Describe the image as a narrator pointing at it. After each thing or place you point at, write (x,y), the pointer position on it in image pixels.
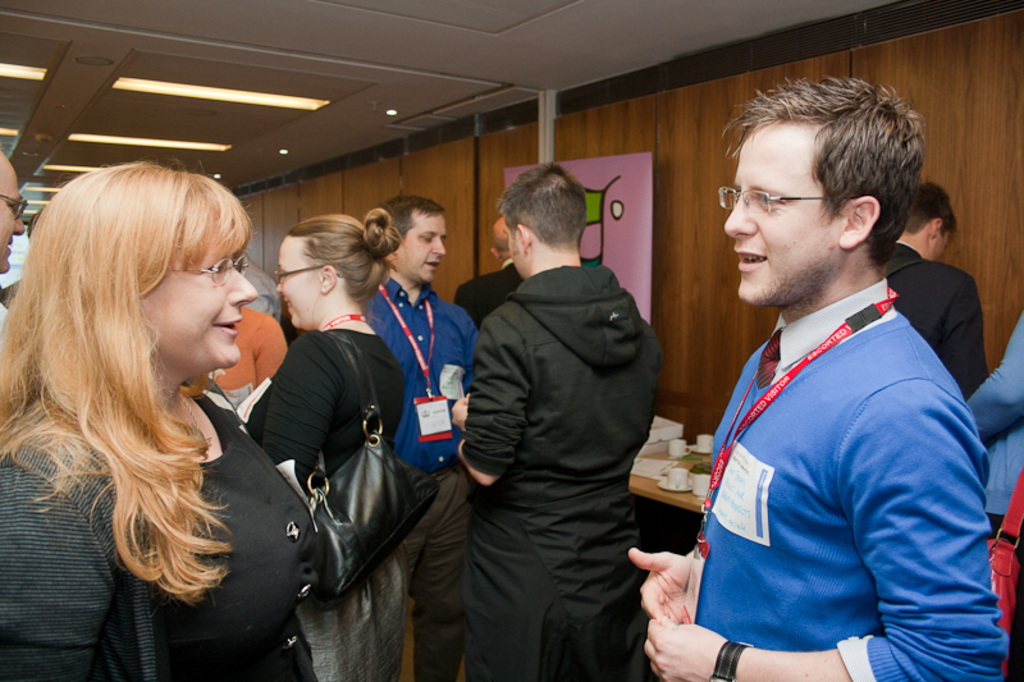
In front of the picture, we see the woman (190,499) in the black dress (233,520) and the man (785,559) in blue sweater (810,434) who are wearing the spectacles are talking to each other. Beside them, we see many people (367,351) are standing. Behind them, we see a table (654,483) on which cups (678,452), saucers (677,488) and tissue papers (668,461) are placed. In the background (435,156), we see a brown color wall (445,169) or a cupboard (689,200) on which pink color board (635,228) is placed. At the top of the picture (280,143), we see the ceiling (291,152) of the room (259,162).
